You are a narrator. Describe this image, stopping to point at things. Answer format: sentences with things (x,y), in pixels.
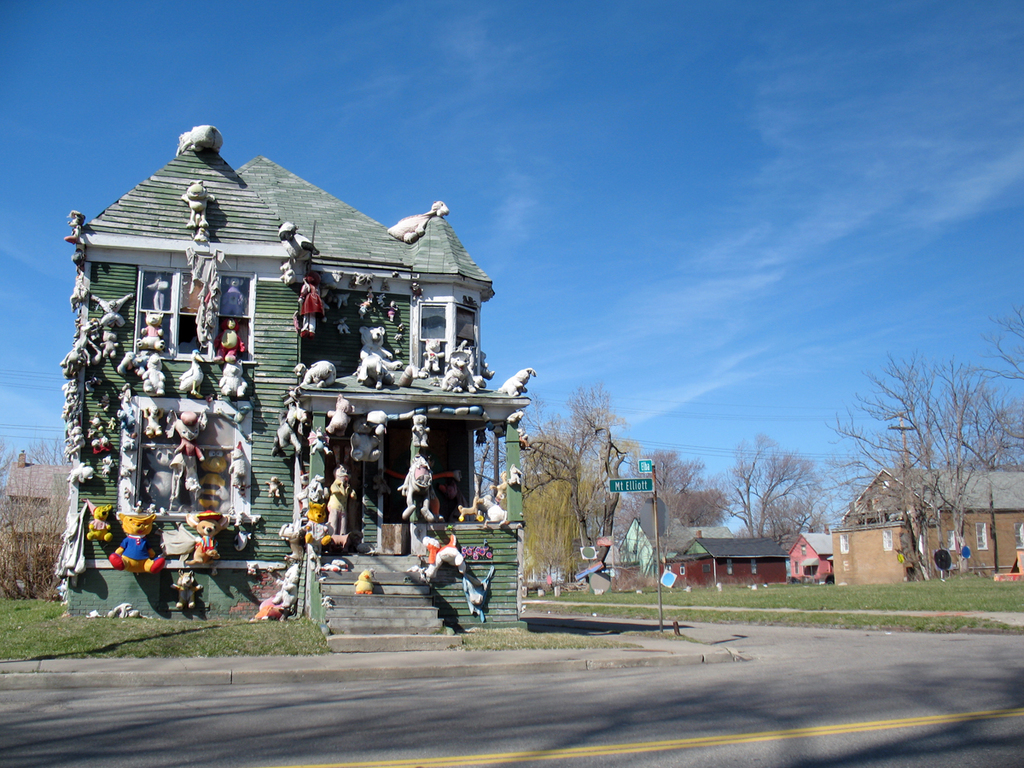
In this image there is a building (321,326) and few toys (219,475) attached to the wall (266,366). Few toys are on the grassland (202,645). Bottom of the image (627,716) there is a road (631,685). Beside there is a pavement (309,661). Few boards (664,508) are attached to the pole (655,477). Background (551,530) there are trees (567,535) and buildings (975,521). Top of the image (759,222) there is sky (767,283).
